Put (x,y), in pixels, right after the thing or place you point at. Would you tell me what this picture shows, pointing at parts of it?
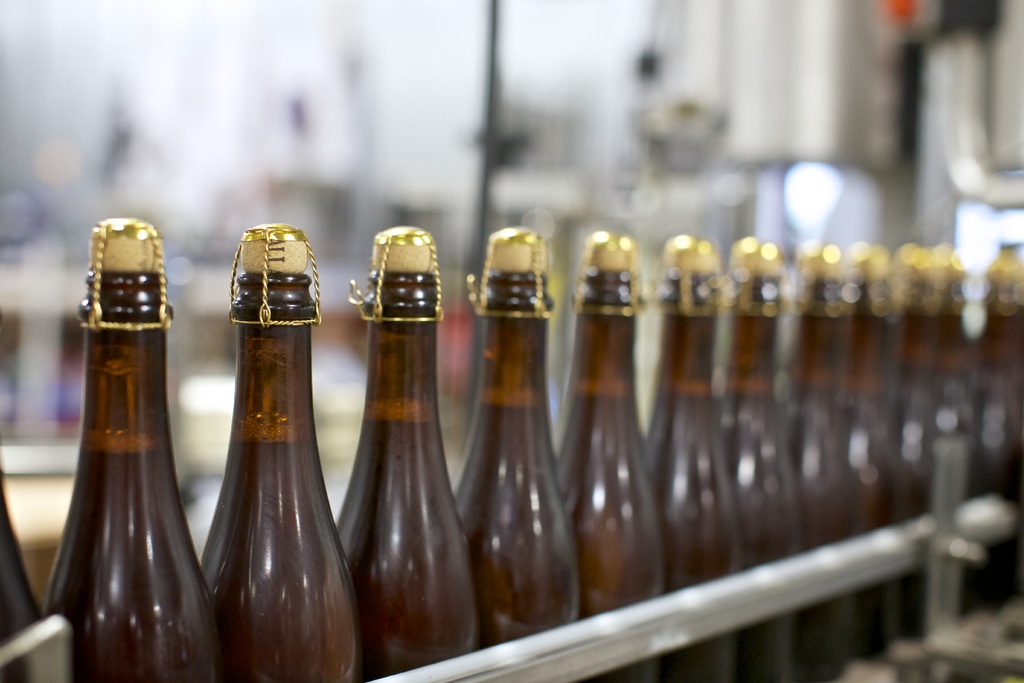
In this picture we can see bottles (634,409) arranged in a sequence manner. Background of the picture (912,182) is very blurry.
